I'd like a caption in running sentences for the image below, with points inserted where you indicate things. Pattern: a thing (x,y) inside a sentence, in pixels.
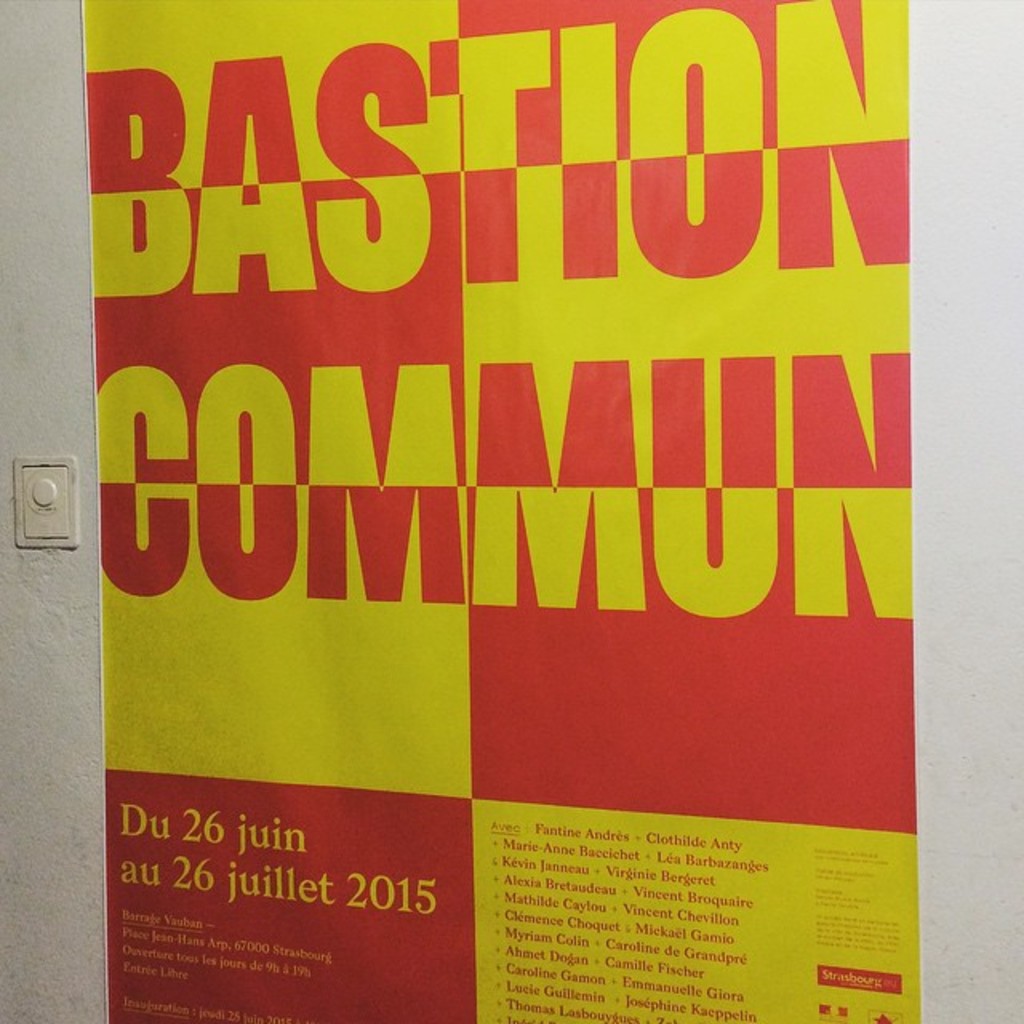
In this image, we can see a banner (502,463) on the wall (63,654) contains some text (591,429).
